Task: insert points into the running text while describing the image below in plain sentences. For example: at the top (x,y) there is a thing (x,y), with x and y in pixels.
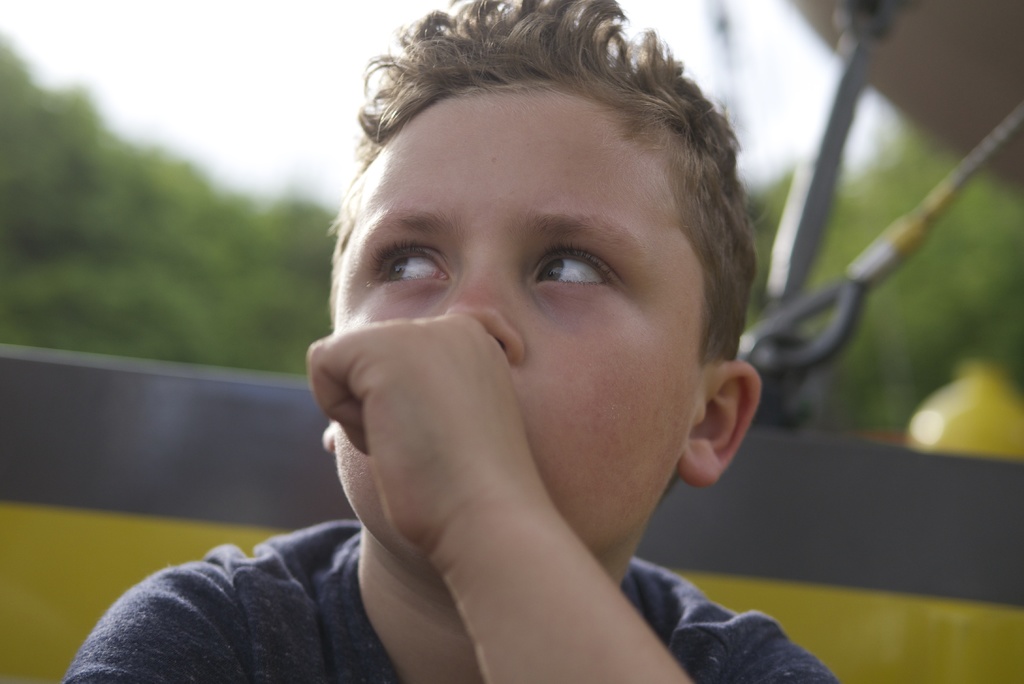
In this image in front (188,631) there is a boy (428,373). Behind him there is some object (938,109). In the background of the image (287,225) there are trees (215,222) and sky (262,57).
